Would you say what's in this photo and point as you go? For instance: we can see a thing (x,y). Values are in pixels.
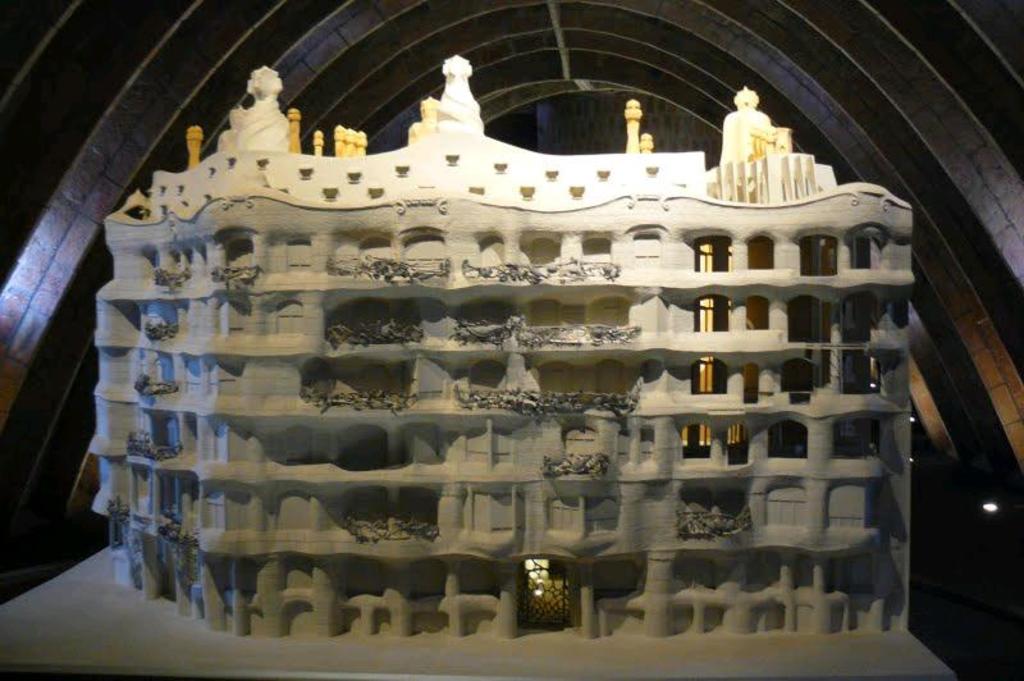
In this image we can see a casa mila (468,504), there are some poles (736,172), windows (367,584), sculptures (629,111), grills (386,269) and plants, in the background (981,289) it looks like the wall (1004,41).
